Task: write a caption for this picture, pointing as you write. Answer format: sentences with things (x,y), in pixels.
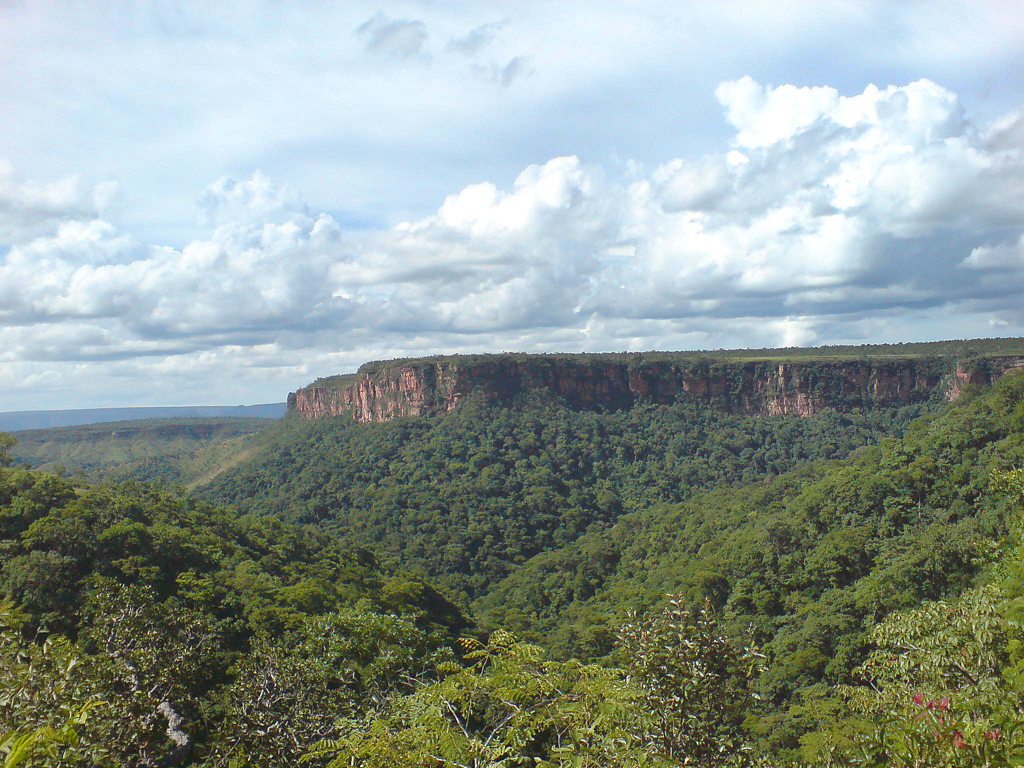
In this image I can see many trees (571,536) and mountains (1007,353). In the back (260,305) I can see many clouds (276,286) and the sky (180,141).
